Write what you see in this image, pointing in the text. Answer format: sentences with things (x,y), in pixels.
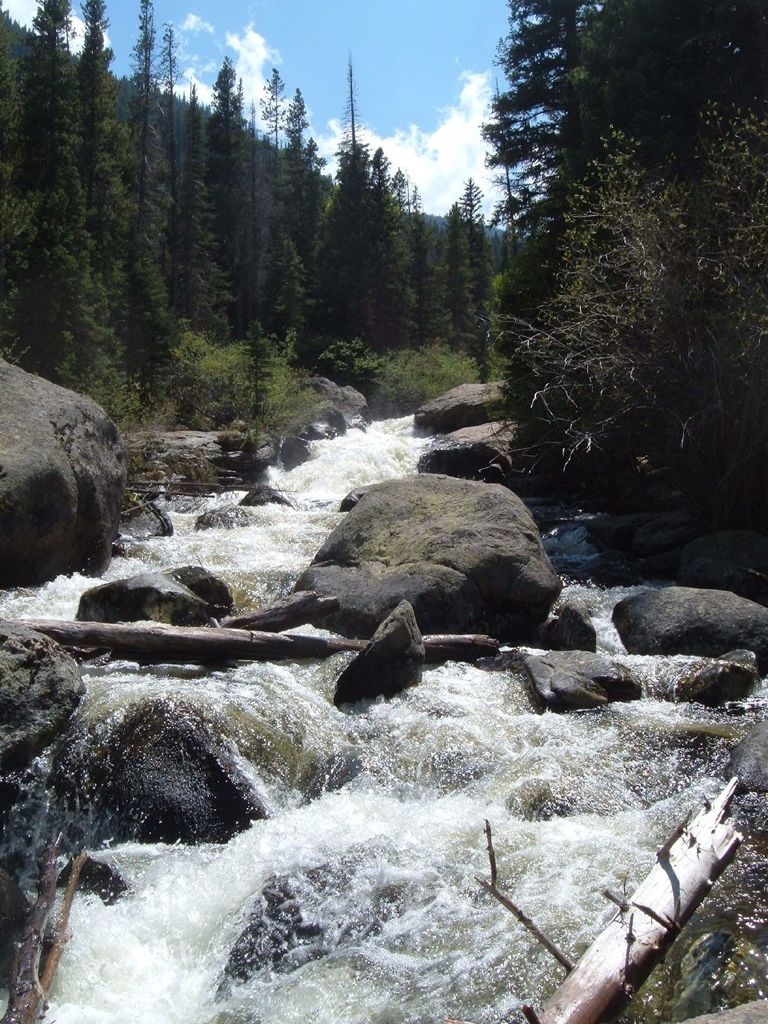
In this image there are rocks (447,556). There is water (341,479) flowing between the rocks (532,621). On the either sides of the image there are trees (470,318). At the top (341,107) there is the sky (309,104).
